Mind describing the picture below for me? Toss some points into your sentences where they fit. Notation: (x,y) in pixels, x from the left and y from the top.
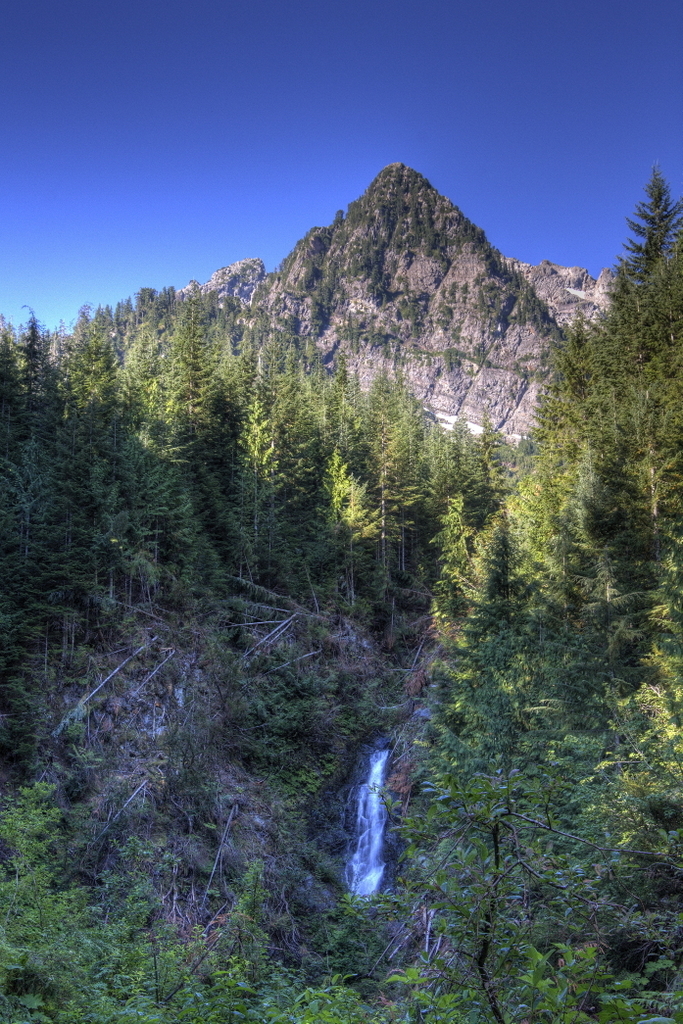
In this image we can see trees (106,928), waterfall (372,757) and mountain (443,379). At the top of the image (327,100), we can see the sky (285,171).
